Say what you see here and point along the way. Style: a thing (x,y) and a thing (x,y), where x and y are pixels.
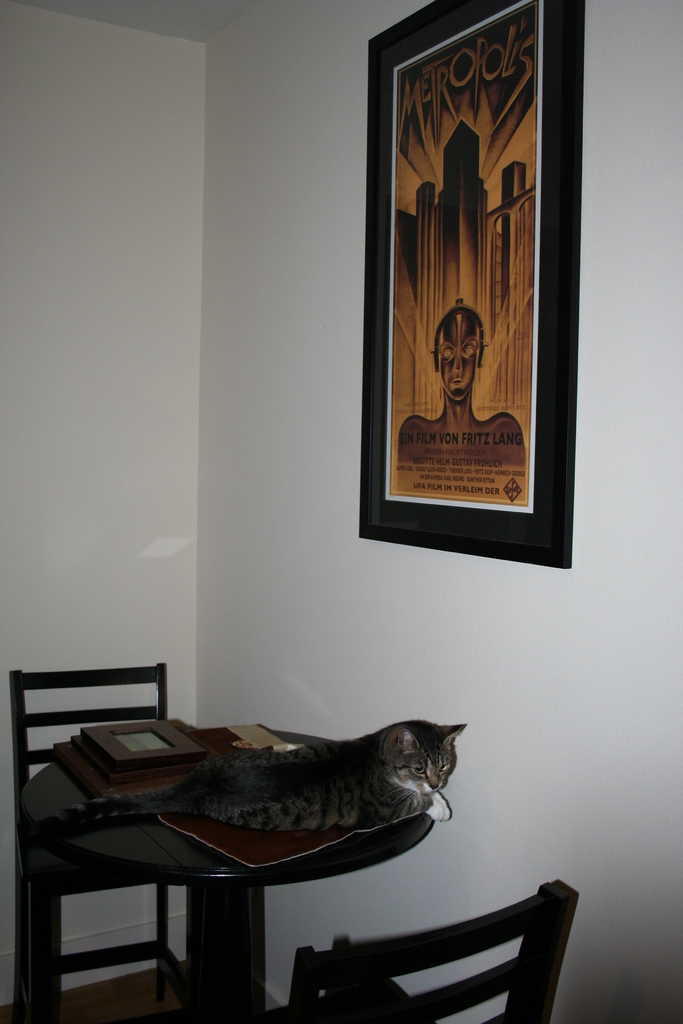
This is a picture in a room (268,454), the cat (368,754) is sitting on the table (170,829). This are the chairs (431,959) and background of the table (81,782) there is a wall (125,360) on the wall (173,298) there is a photo frame (425,351).
